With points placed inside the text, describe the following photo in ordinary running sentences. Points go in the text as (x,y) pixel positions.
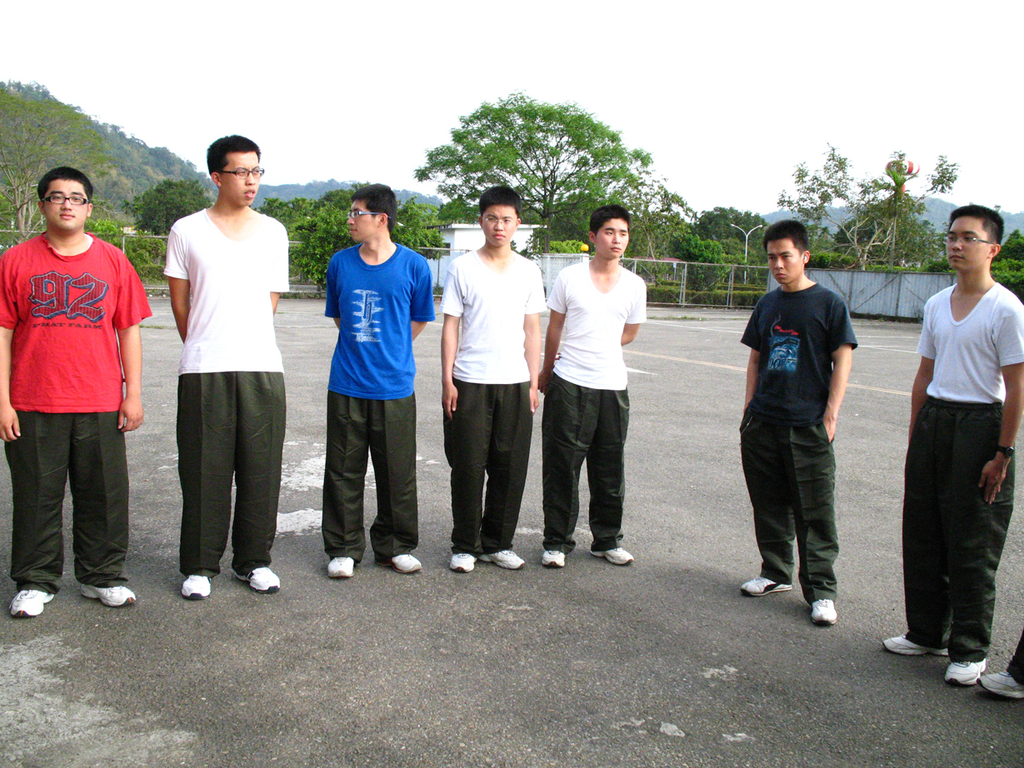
In this image there is the sky (542,55) towards the top of the image (606,50), there are trees (648,245), there is a pole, there is a fence (649,260), there is an object (448,230) that looks like a building (464,242), there are a group of men (571,375) standing, there is road (579,644) towards the bottom of the image (470,645).
